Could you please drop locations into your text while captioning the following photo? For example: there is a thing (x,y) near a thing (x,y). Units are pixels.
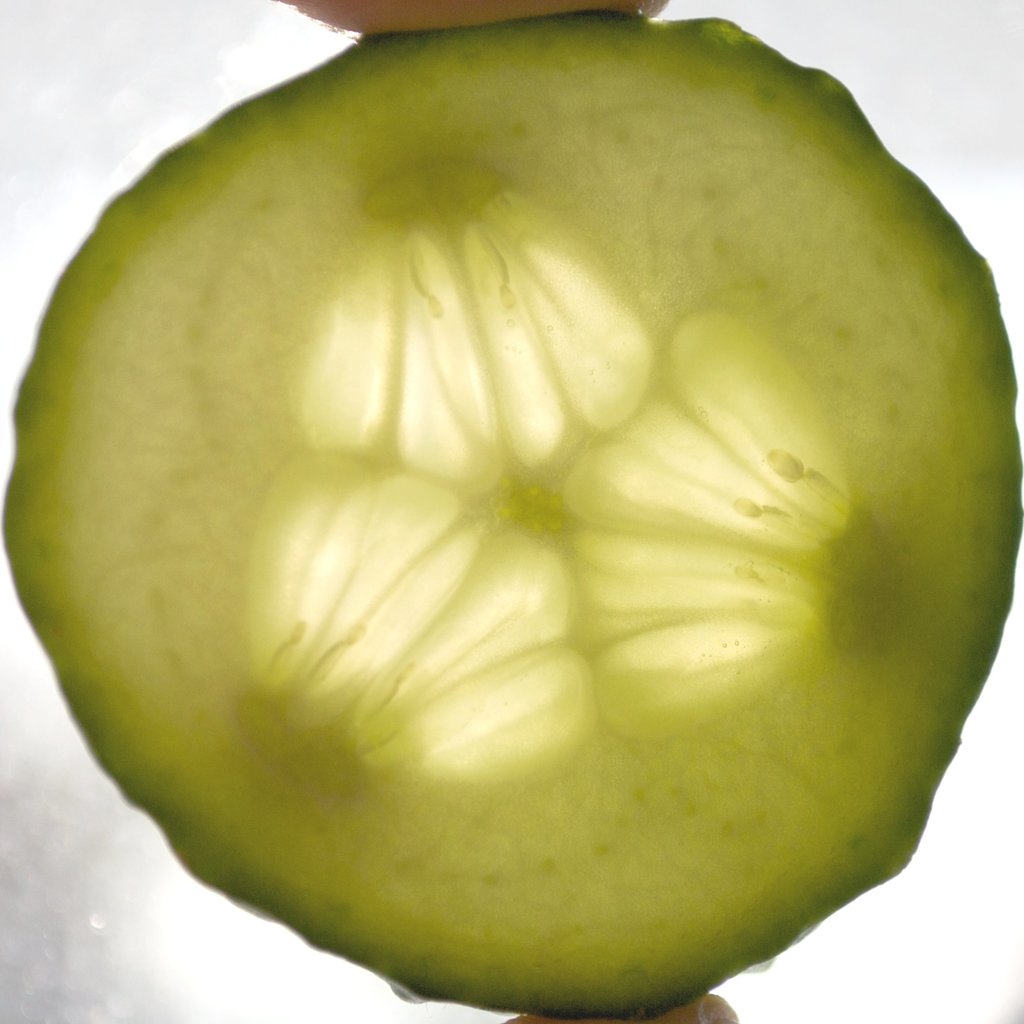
There is a person (383,13) holding a cucumber piece (325,117) is circle in shape, with two fingers (681,1018). The background (945,83) is white in color.
